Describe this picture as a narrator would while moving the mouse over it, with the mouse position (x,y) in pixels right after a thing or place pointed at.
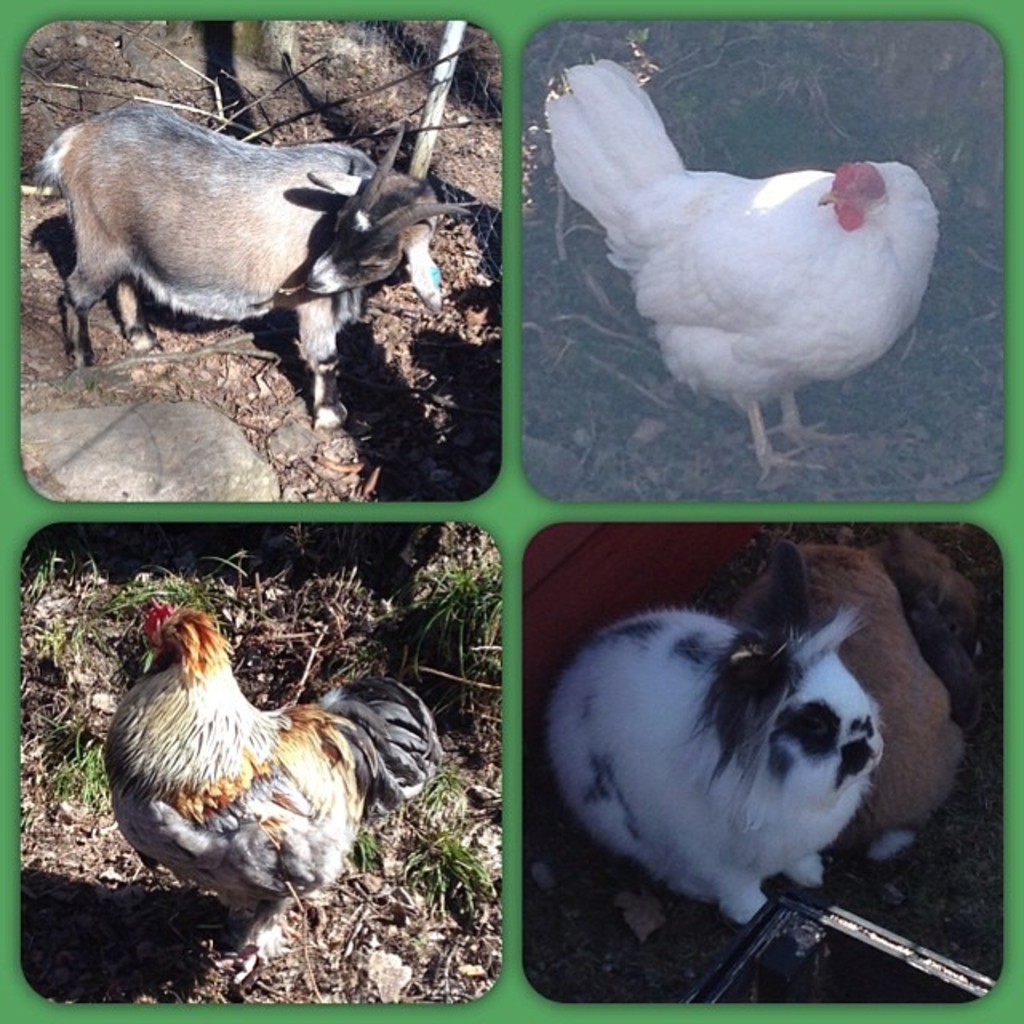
This is an edited image with the collage of images and the borders (6,366). In the top right corner (705,203) we can see a white color bird (816,284) seems to be a hen (607,156) standing on the ground (829,429). In the top left corner (122,306) we can see an animal (233,272) seems to be a goat (143,325) standing on the ground (230,393) and we can see the rocks (118,449) and some other objects (438,108). In the bottom right corner (832,831) we can see another animal (636,746) seems to be a rabbit (782,701), in the background (819,595) we can see some other objects (906,735) and in the bottom left corner (207,801) we can see another bird (196,750) seems to be a rooster (305,736) and we can see the green grass (452,789) and some dry stems (335,629) and some other objects (391,885).
